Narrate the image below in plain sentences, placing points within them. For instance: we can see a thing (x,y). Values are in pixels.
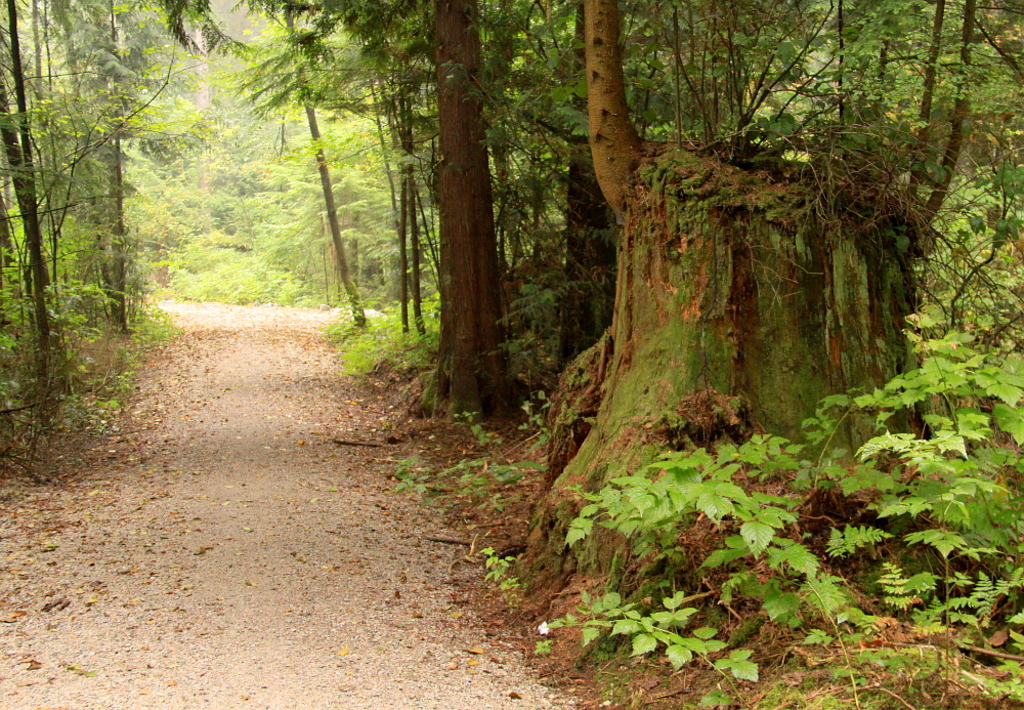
In this picture I can see leaves (379,418) on the path (289,619), there are plants (922,624), and in the background (433,155) there are trees (492,177).
